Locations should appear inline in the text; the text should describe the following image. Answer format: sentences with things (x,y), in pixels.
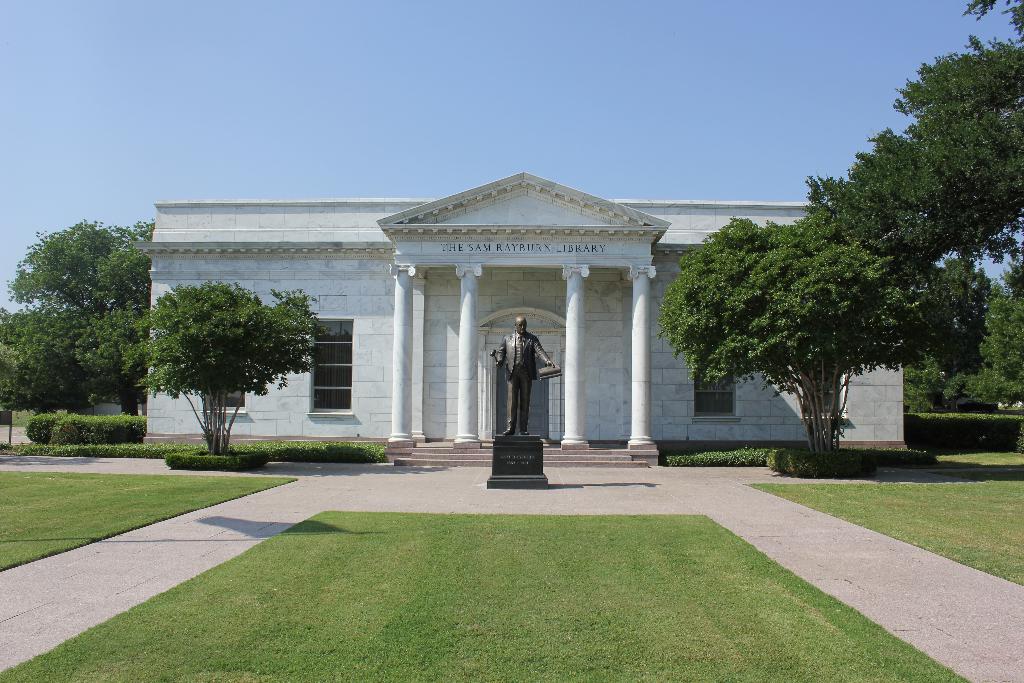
In this picture we can see a statue (522,380) and at the back of the statue (515,351) building (440,243) with name The Sam Rayburn Library (524,252), above the building (480,218) we can see sky (616,71) and aside to this building (196,239) we have trees (961,366) and in front of the building (424,458) we can see a beautiful path (602,496) surrounded with grass (719,585) and for the building (500,282) we have windows (727,390) and entry (535,411) for the library (535,413).
